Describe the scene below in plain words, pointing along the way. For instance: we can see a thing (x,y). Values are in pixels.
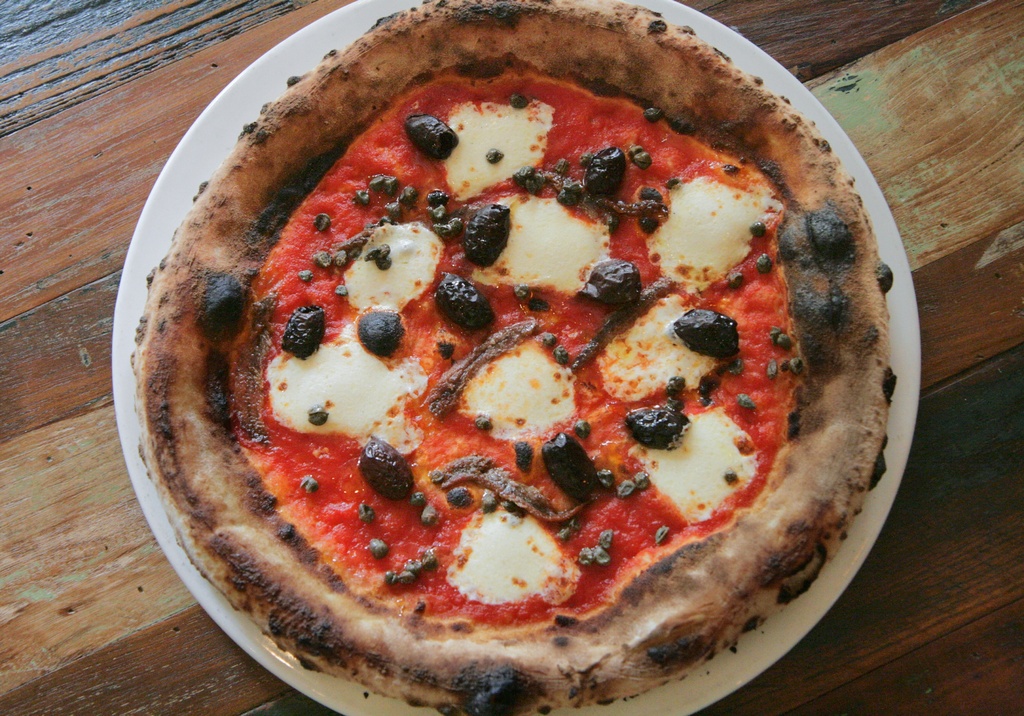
The picture consists of a wooden table (79,407), on the table (936,670) we can see a pizza (497,377) in the plate (249,105).
